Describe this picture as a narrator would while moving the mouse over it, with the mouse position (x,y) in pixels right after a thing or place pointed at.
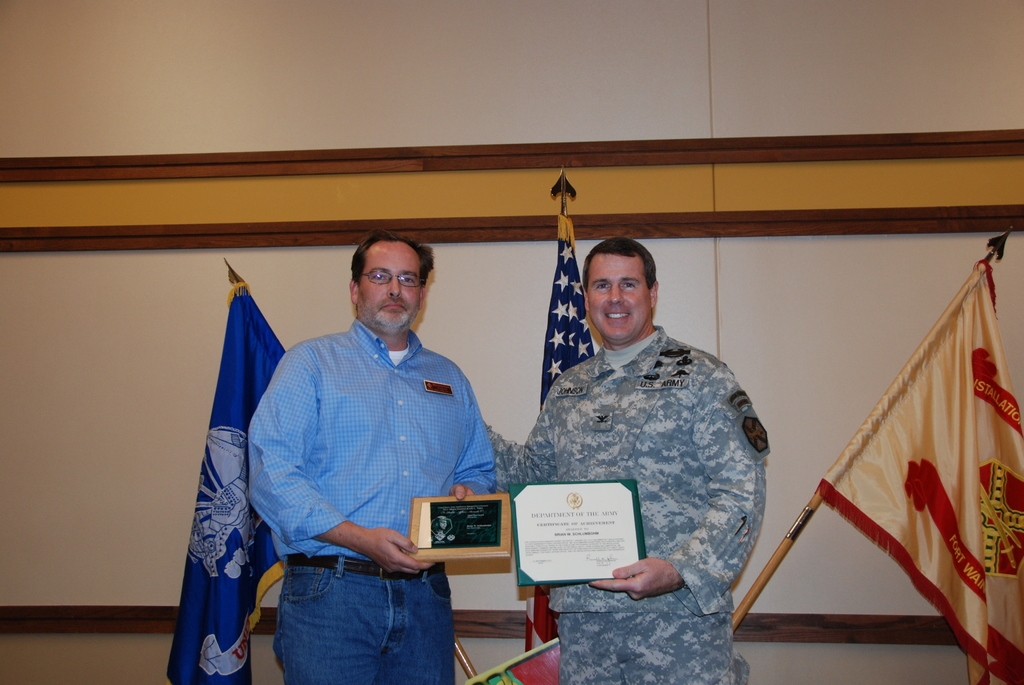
In this image there are two people (377,552) holding some memorandums (493,517) in their hands (399,552), behind them there are flags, behind the flags (788,532) there is a wall (451,339).
